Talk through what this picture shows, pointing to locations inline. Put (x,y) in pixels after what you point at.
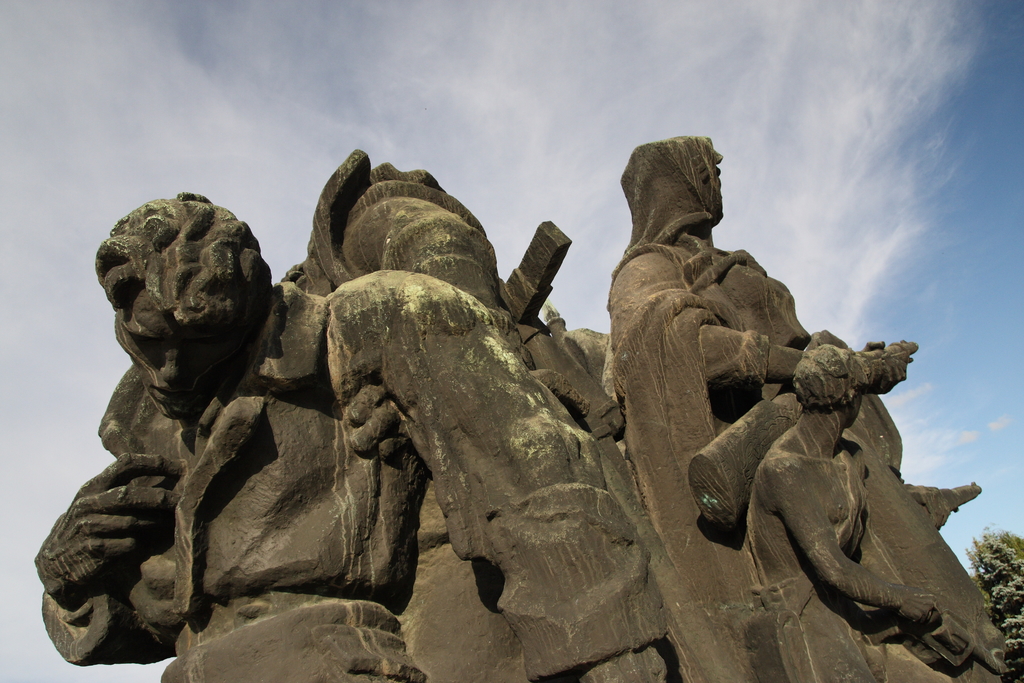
In this image in the foreground (208,461) there are some sculptures (728,439), on the right side (1003,582) there is a tree (1001,591). In the background (81,220) there is sky (347,153).
